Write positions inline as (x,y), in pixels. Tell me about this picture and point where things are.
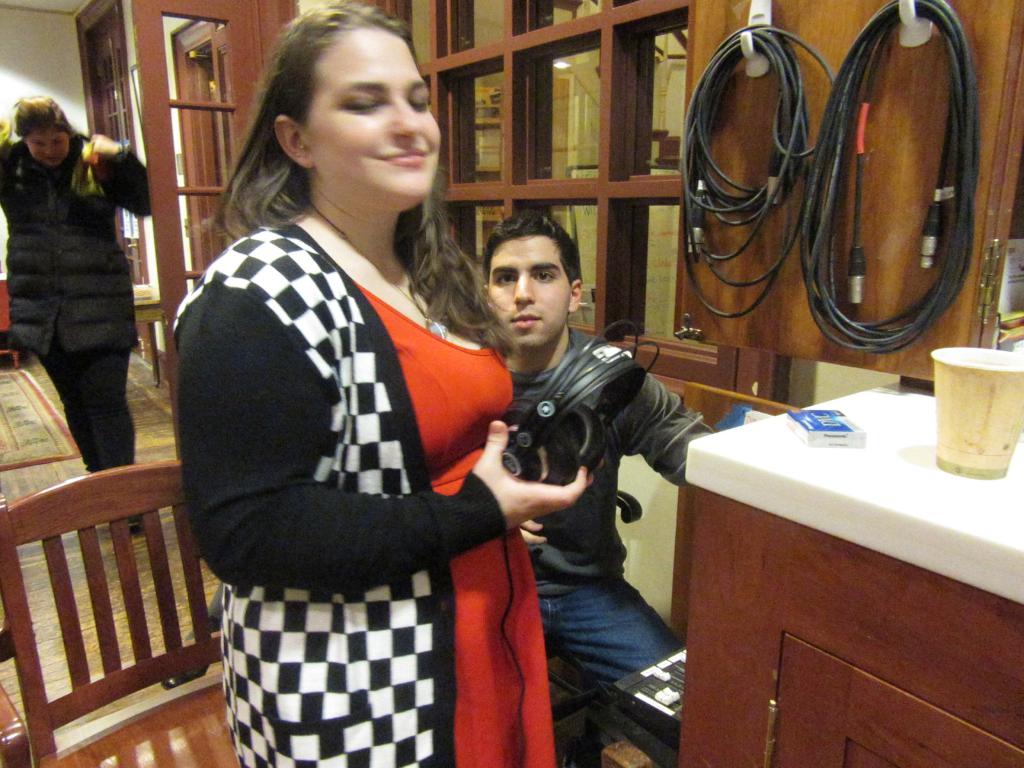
There is a woman (311,289) who is standing at the center (412,506) and she is holding headset (557,424) in her hand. There is a man (565,320) who is sitting right to woman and there is other woman (56,326) who is walking towards these people (412,508) and she wore a jacket (92,270). There is a wooden box (856,640) at the right corner (926,629).
